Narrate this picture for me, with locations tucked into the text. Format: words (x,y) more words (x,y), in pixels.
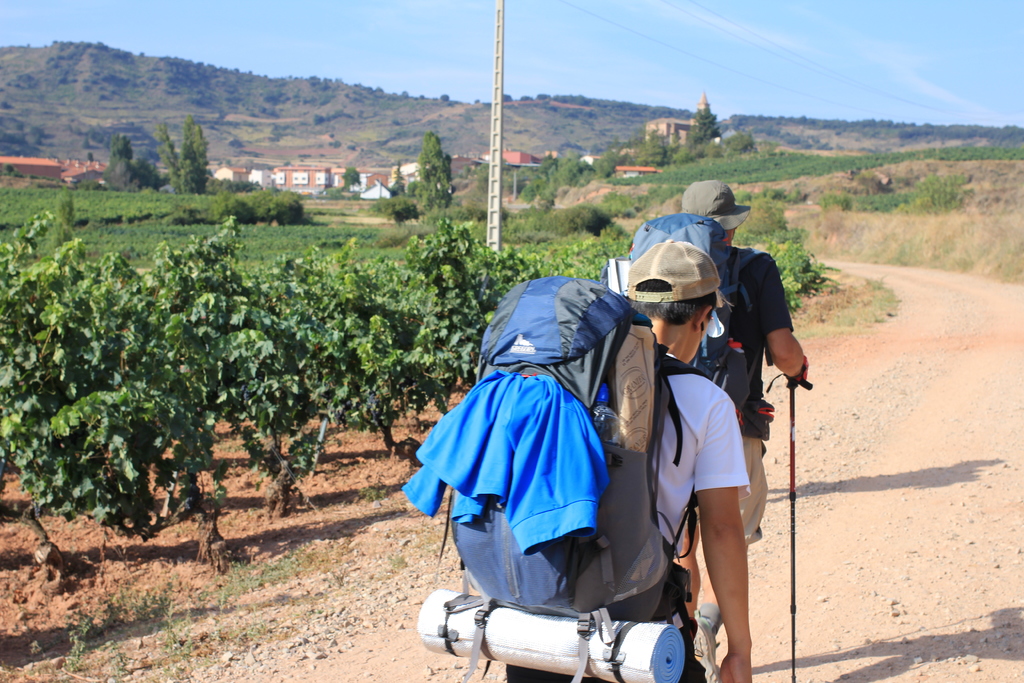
In this image we can see two men (726,553) walking on a pathway (808,562) wearing caps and bags (671,558). In that a man (795,364) is holding a stick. We can also see some plants (299,441), stones (330,604), grass (412,223) and a pole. On the backside (233,214) we can see a group of trees (240,202), buildings (260,181), the hills (322,157) and the sky (575,0) which looks cloudy.
